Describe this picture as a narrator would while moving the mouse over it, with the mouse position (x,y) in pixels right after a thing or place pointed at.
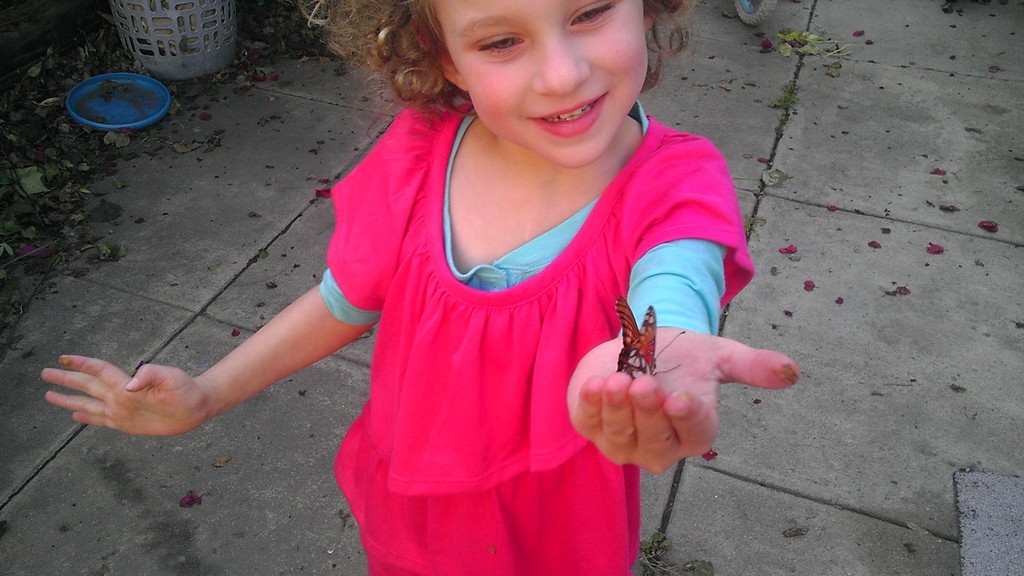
In this image we can see a child (383,313) and a butterfly (654,354) in a hand (668,387) and there are few objects (136,121) on the ground (88,170).
